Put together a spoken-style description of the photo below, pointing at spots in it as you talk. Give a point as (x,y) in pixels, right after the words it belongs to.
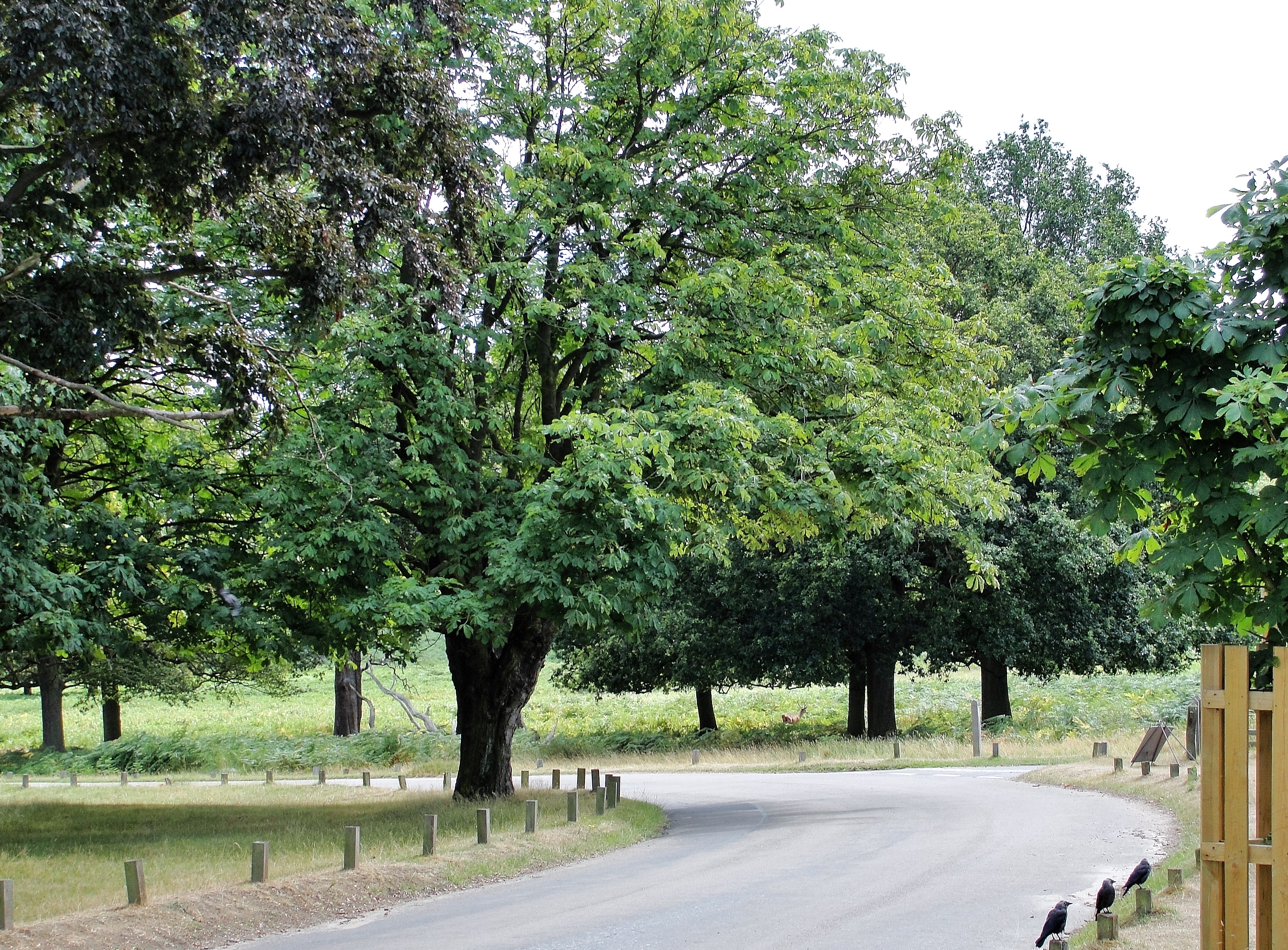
In this image we can see a road (863,775). On the sides of the road (546,782) there are small poles (533,804). On the poles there are few birds (1105,891) sitting. Also there are trees (584,347). In the back (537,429) there are trees (525,419). On the right side (1233,727) there is a wooden stand (1235,706).
